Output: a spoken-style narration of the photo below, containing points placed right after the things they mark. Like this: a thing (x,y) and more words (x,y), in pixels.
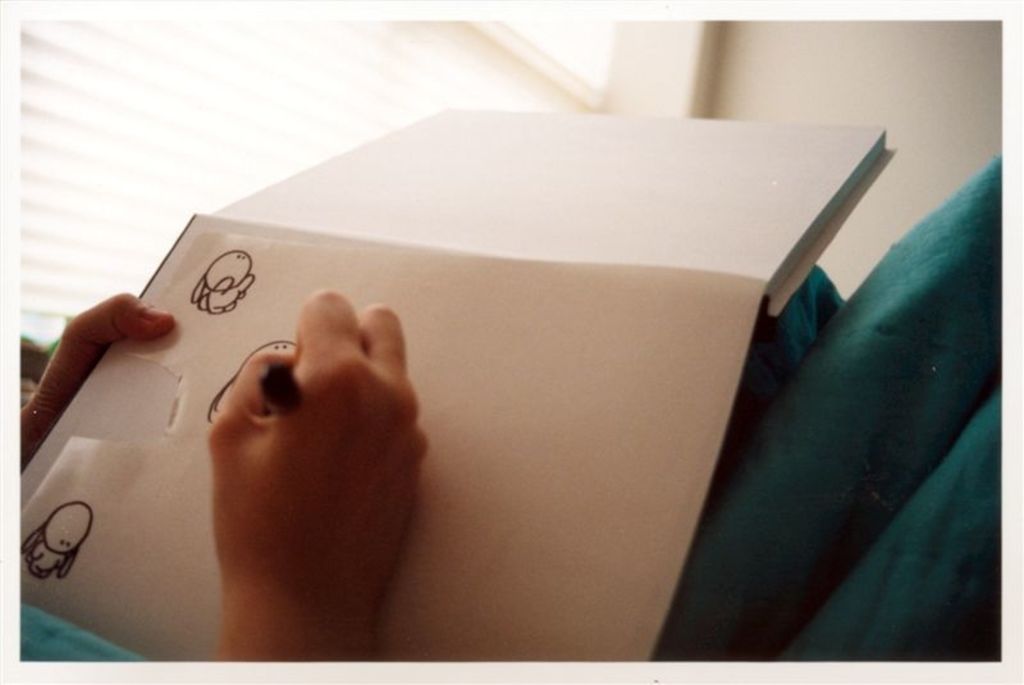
This image consists of a person (315,477) drawing in the book (460,495). To the left (129,146), there is a window (172,114). In the background (676,62), there is a wall (655,52) in white color.
